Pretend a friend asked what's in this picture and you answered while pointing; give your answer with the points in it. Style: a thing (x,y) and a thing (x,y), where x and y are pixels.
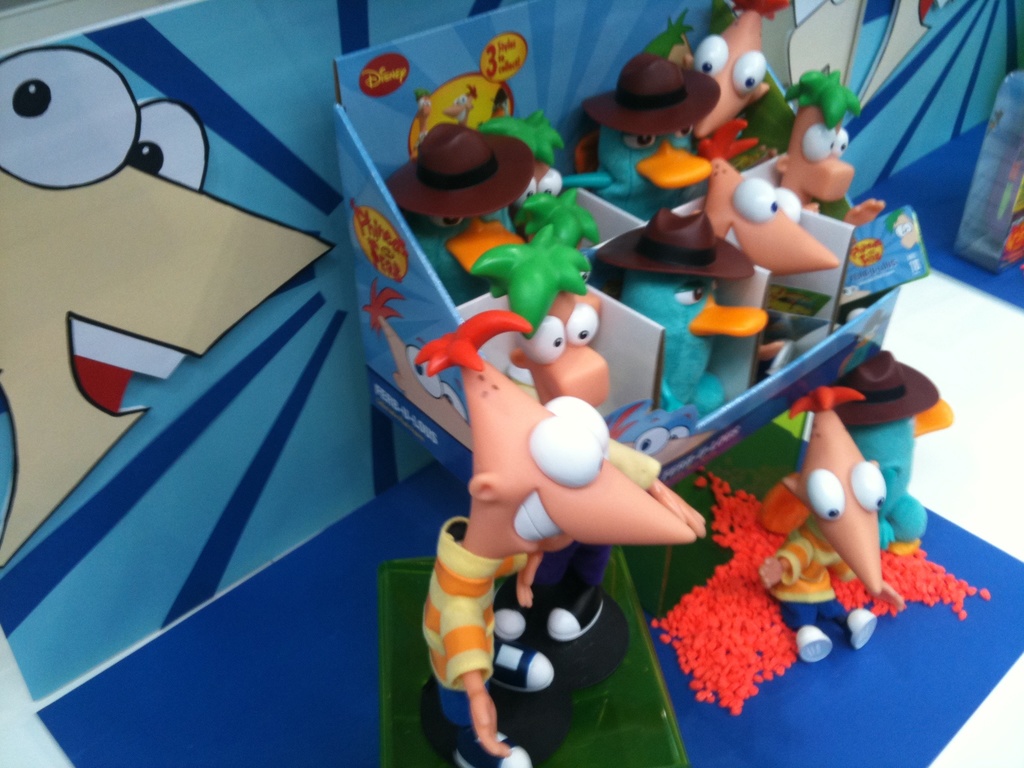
In this image, we can see some toys (554,464). We can see the ground (973,453) with some objects (1002,149). We can also see the wall (168,607) with some poster (271,434).
